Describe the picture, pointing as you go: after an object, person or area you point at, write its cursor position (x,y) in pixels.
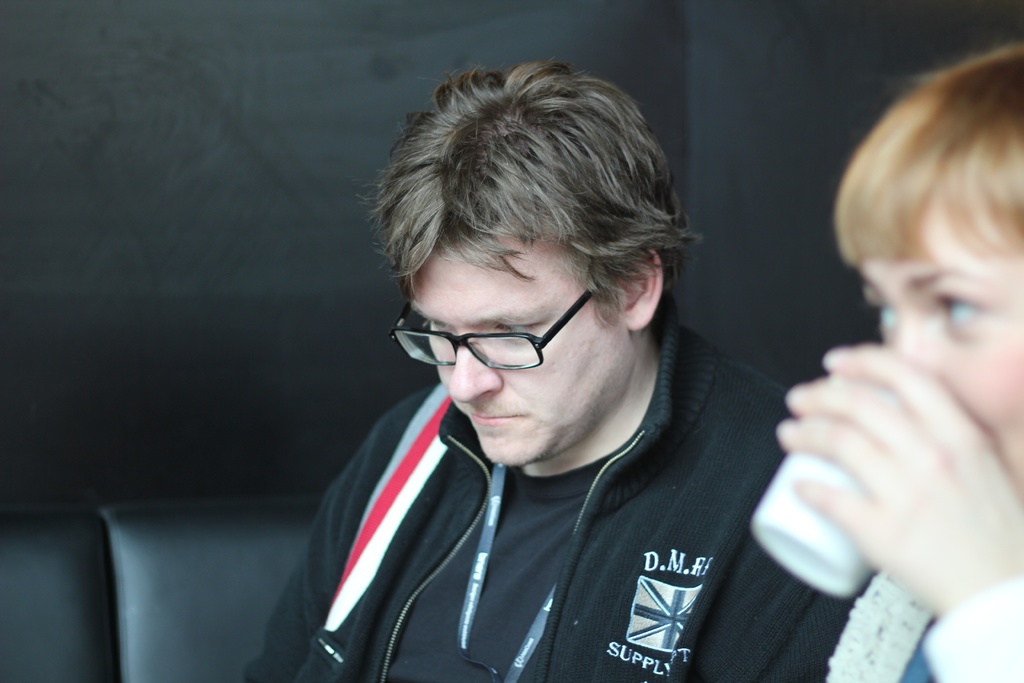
In this image I can see a person (569,437) wearing a black dress (501,618) and spectacles (524,343). There is a person (984,294) on the right (810,532), holding a glass (779,532). There is a black background (750,154).
